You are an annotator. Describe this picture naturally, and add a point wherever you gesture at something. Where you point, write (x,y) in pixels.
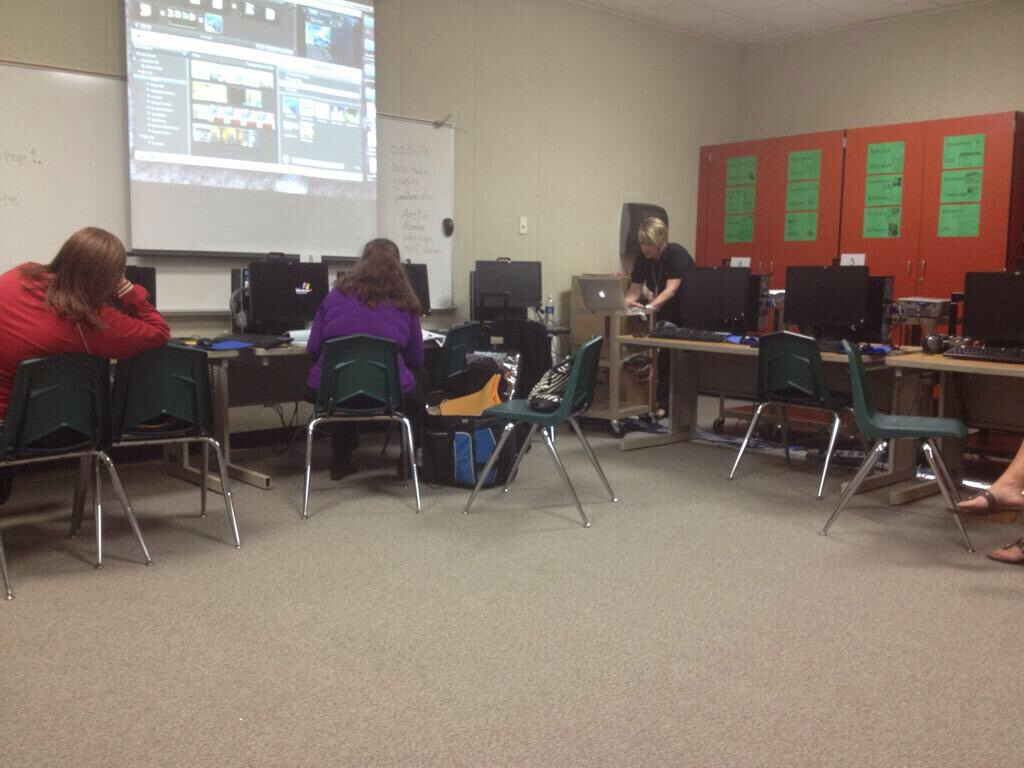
This image show the hall (860,95) in which there are three women (86,340) who are working. There are so many desktops (819,295) which are kept on table (918,354). At the left corner (60,327) there is a woman (49,318) sitting and looking at the board (124,216). There is a bag (439,428) in the middle of the image (451,436). There is a screen (369,240) in front of woman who is sitting in the middle (416,381). There is a cupboard (778,203) to the right corner (903,193). There is a white board (85,151) attached to the wall (76,39).
